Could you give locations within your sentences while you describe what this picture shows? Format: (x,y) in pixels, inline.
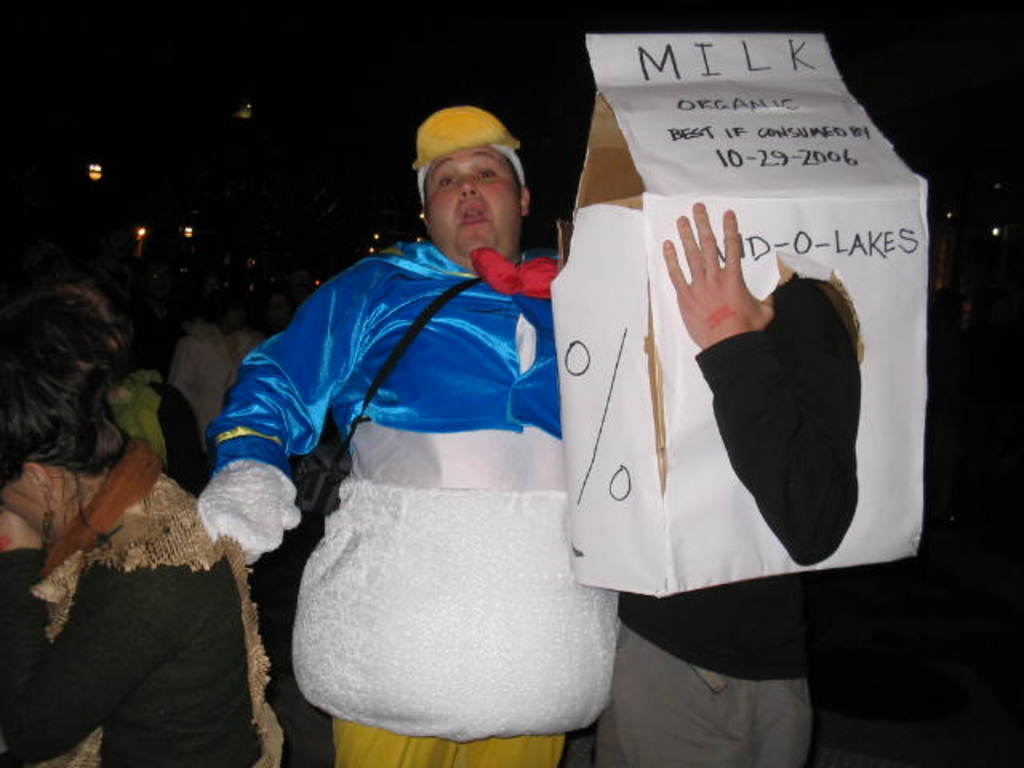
This is an image clicked in the dark. Here I can see a person (389,487) wearing the costume (409,514), standing and holding an object (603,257) in the hand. Beside him there is another person (760,494) holding a card box (678,203). In the background (207,305), I can see some other people (185,358) in the dark.
